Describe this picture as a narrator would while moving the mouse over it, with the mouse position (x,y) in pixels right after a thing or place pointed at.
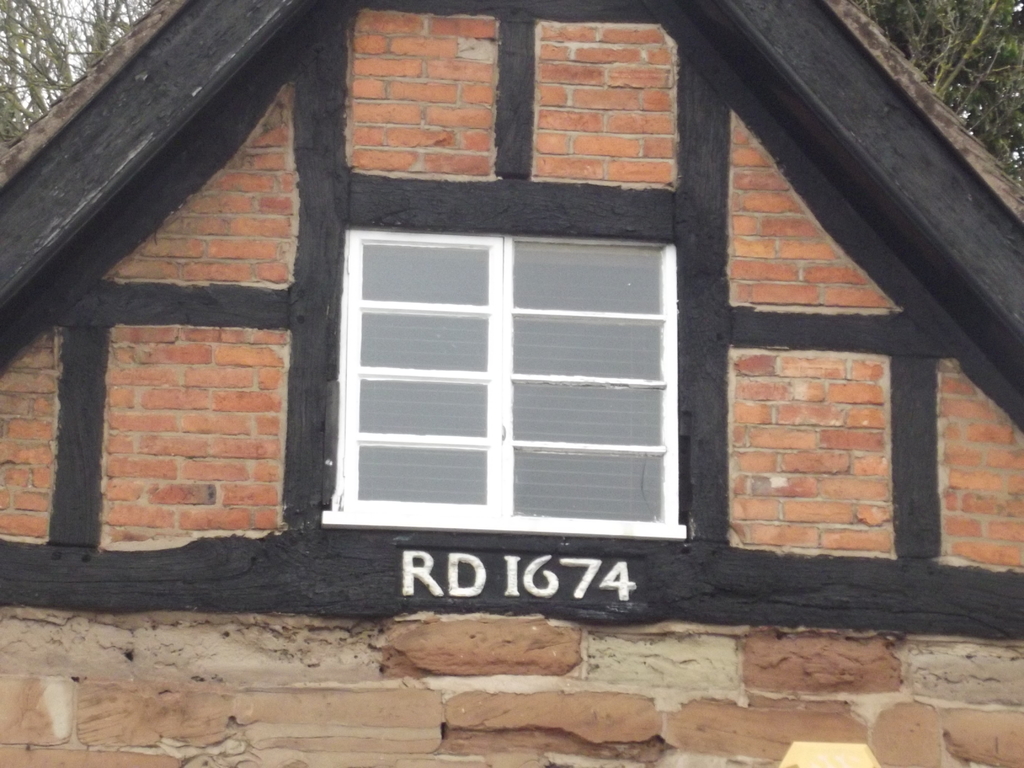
In this image, we can see the roof (994,168) of a house (582,612) with some windows (514,315) and text (416,587). We can also see some trees (1018,17).
